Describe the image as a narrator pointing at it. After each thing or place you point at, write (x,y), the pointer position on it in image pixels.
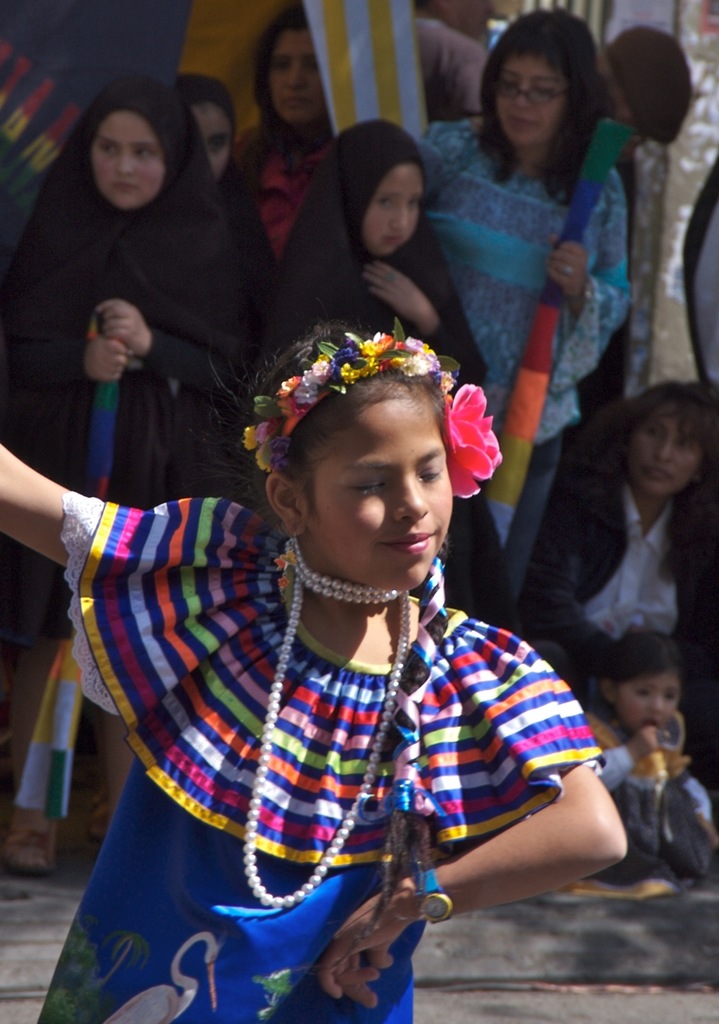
In this image, we can see a girl (405,675) dancing. In the background (651,888), we can see banners (107,44) and people (533,592) on the path (642,910). Few people (689,820) are holding some objects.
